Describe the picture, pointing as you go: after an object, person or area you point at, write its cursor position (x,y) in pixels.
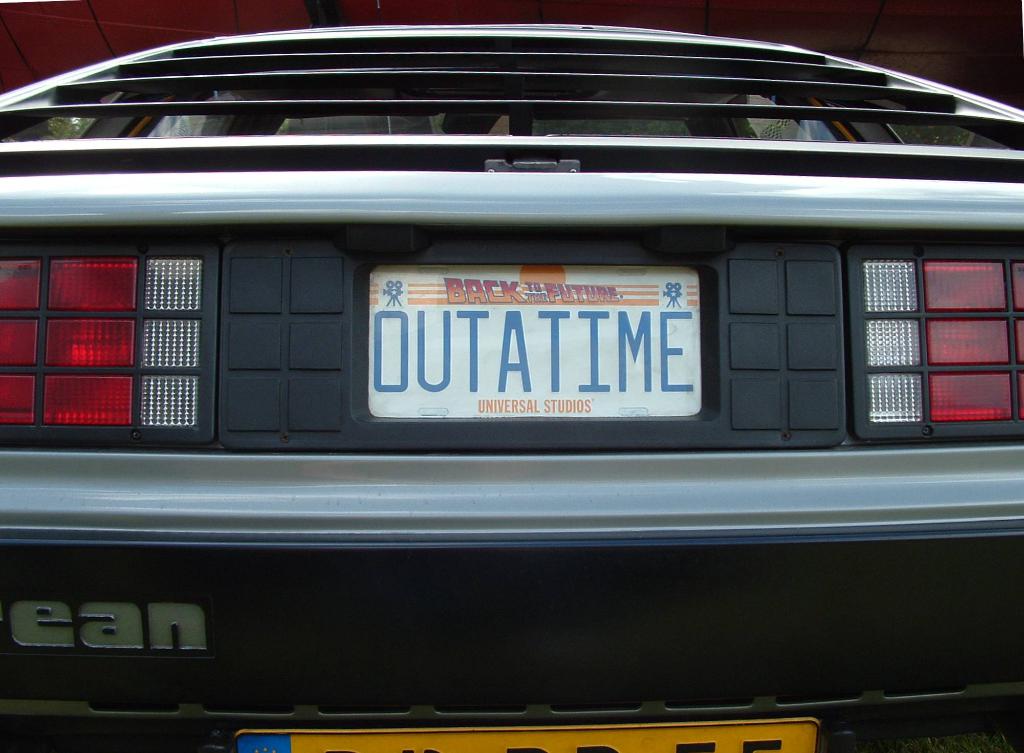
In this picture we can see a vehicle (644,263) which is truncated. There are lights (196,376) and boards (430,384). On the whiteboard (535,400) we can see text (476,379) written on it.
